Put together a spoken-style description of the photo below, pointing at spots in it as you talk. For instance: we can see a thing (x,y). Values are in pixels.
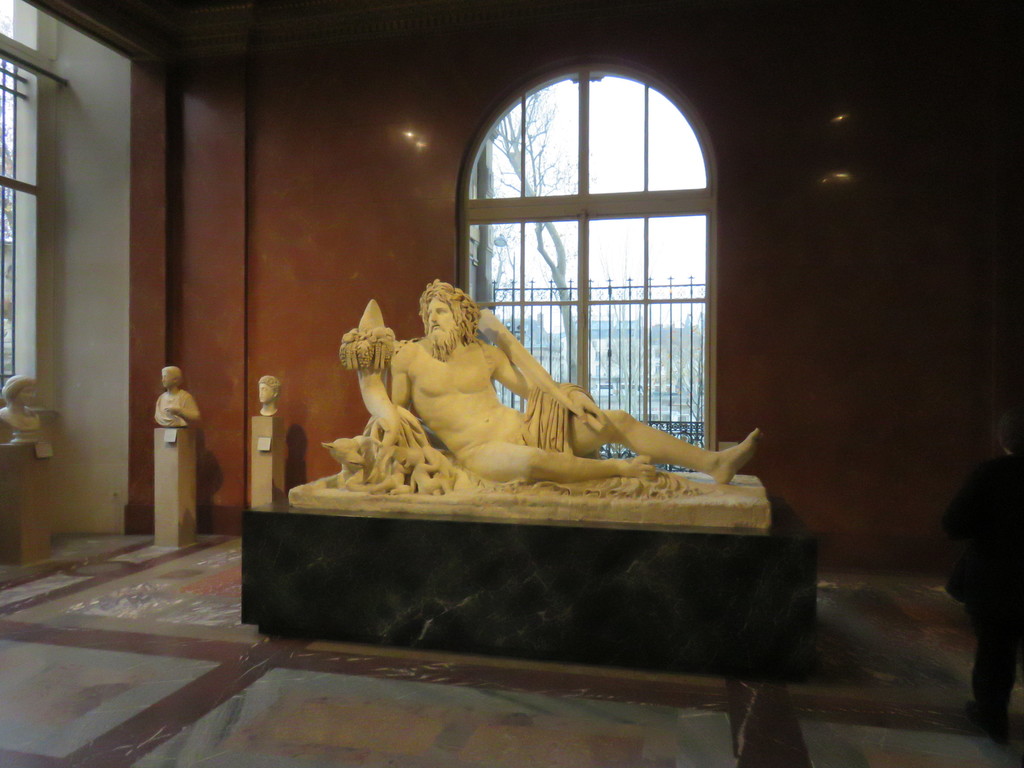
In this image I can see a person sculpture (688,454) visible on the stone (741,586) and I can see inside view of a room (731,106) and I can see window (668,206) in the middle (672,258) through window (676,294) I can see fence (691,288) and tree (515,171) and the sky (606,111), on the left side (186,406) I can see a small sculpture (186,406).
